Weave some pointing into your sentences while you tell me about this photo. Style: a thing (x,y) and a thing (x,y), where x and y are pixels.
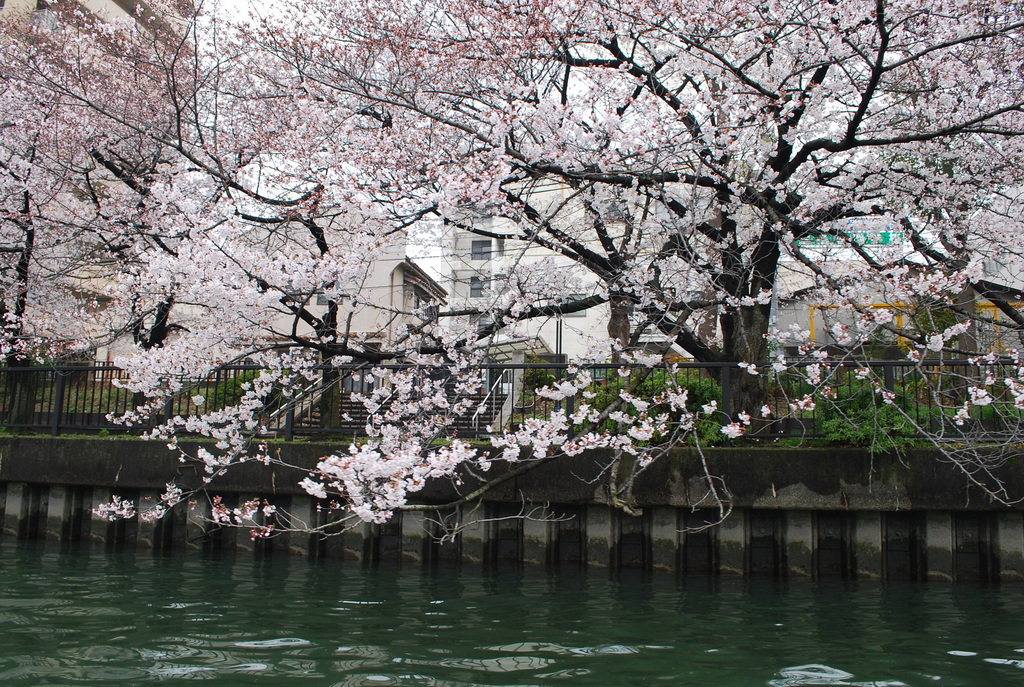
Front we can see water (344,644). Background (579,311) there are buildings (488,229) with windows (474,292), steps (477,406) and trees (820,195).
